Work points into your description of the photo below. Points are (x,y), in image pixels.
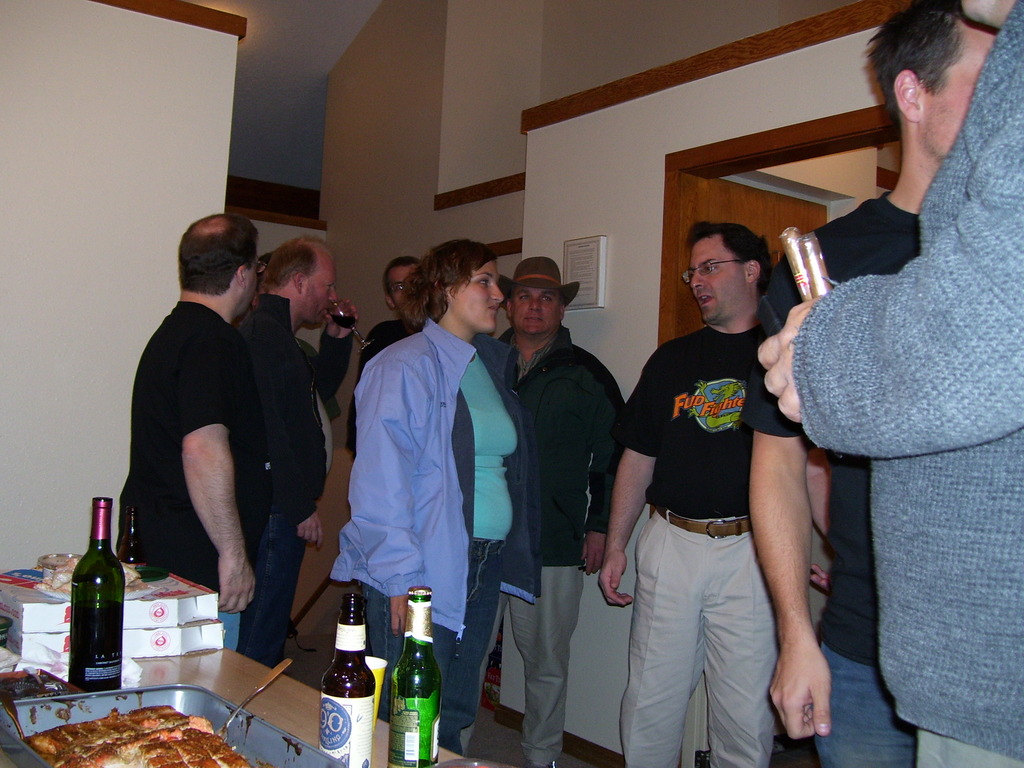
This group of people (500,348) are standing. This man (310,354) is drinking a liquid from this glass (346,327). On this table (206,661) there is a tray (61,714), bottles (96,651), cup (379,673), boxes (169,622) and food (158,728). The wall (613,209) is in white, cream and brown color.
